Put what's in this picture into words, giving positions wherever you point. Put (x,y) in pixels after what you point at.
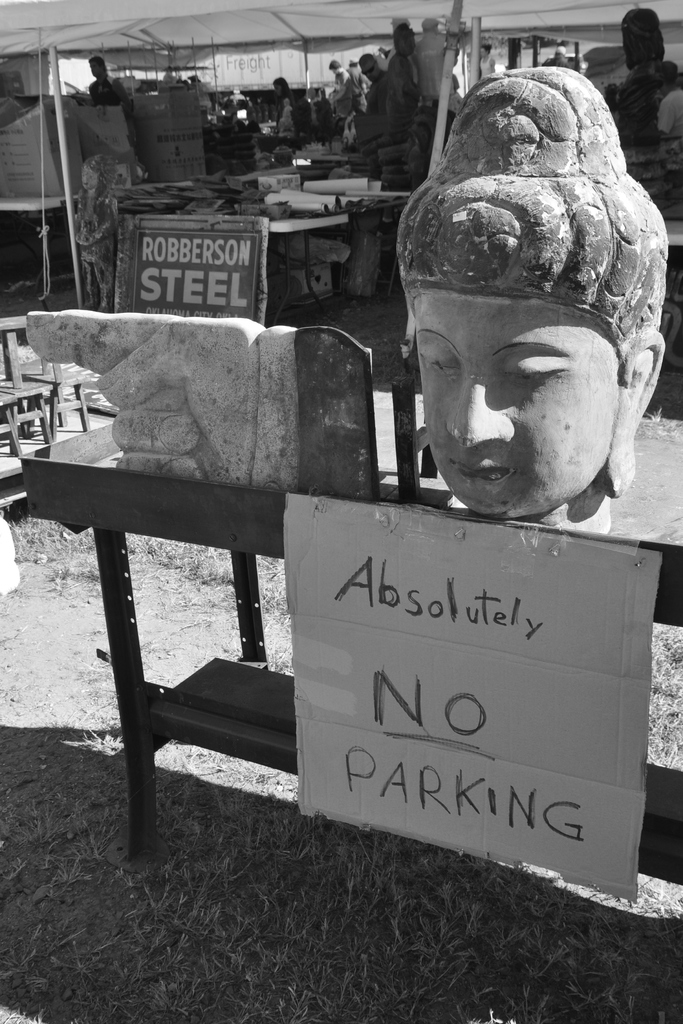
In this image there is a sculpture (446,403) and rock (289,354) kept on table (287,767), there is a board (372,749) attached to the table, at the top (133,57) there is a tent (102,18), under the tent (108,27) there are tables (296,215), sculpture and persons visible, on the left side (9,403) there are small tables (18,433) kept on the floor (31,541).
